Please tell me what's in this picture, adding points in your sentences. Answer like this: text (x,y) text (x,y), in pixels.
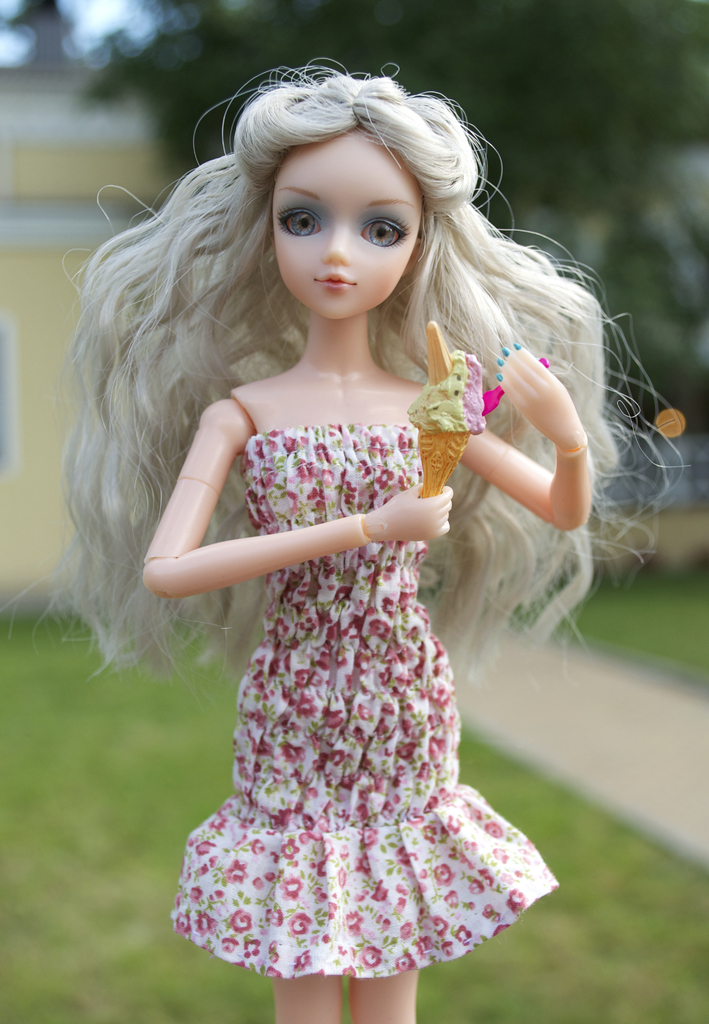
In the center of the image (362,643), we can see a doll (391,211) and in the background (495,131), there are trees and there is ground (576,796).
